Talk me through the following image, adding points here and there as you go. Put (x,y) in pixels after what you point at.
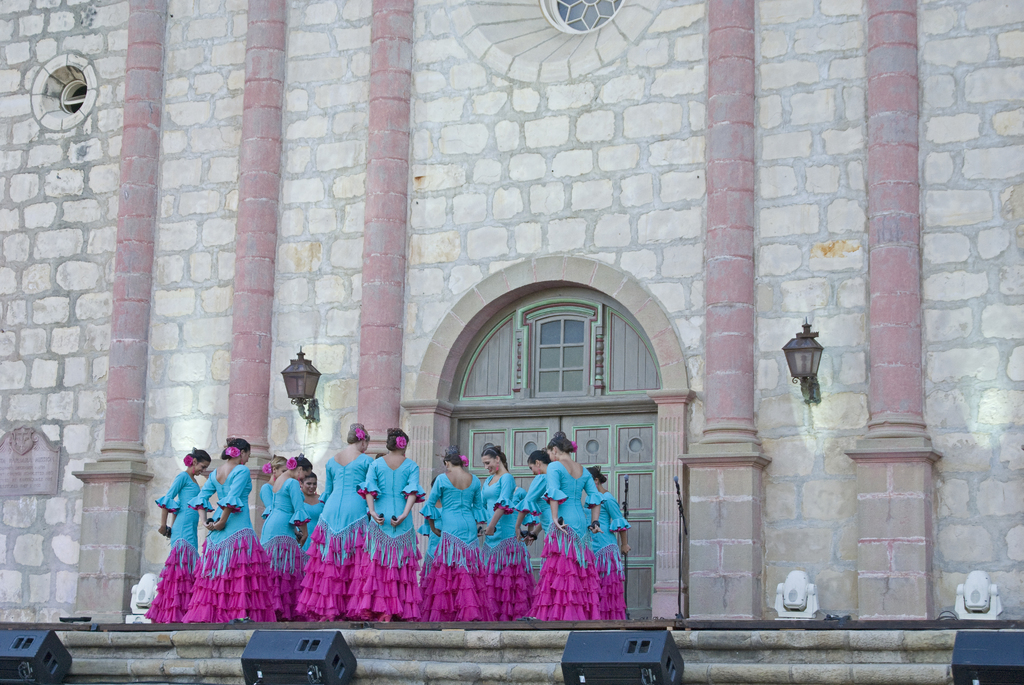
In the picture we can see a historical building wall (661,508) with some pillars (918,610) attached to it and near to it, we can see some women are dancing wearing a same color dress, and near to them on the path (548,670) we can see some lights (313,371).
